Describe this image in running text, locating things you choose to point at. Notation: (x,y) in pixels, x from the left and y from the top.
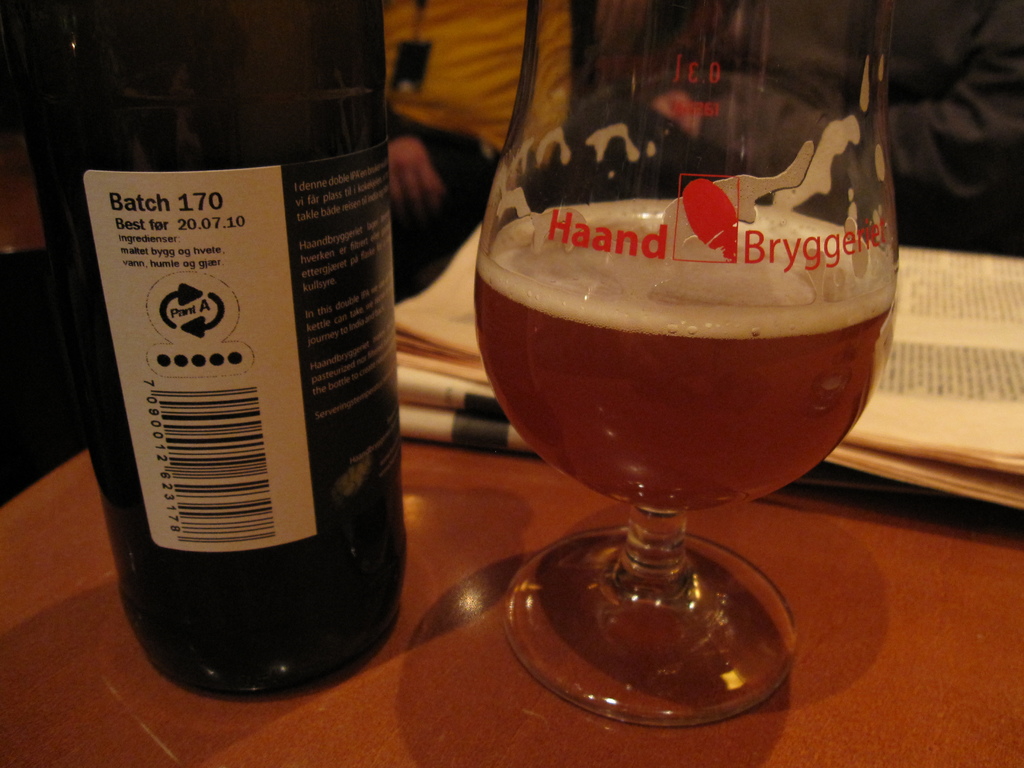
In this image there is a table (879,739), on that table (814,708) there is a bottle glass (584,210) and a paper (993,390), in the background (960,203) there are two persons (425,102) sitting on chairs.
